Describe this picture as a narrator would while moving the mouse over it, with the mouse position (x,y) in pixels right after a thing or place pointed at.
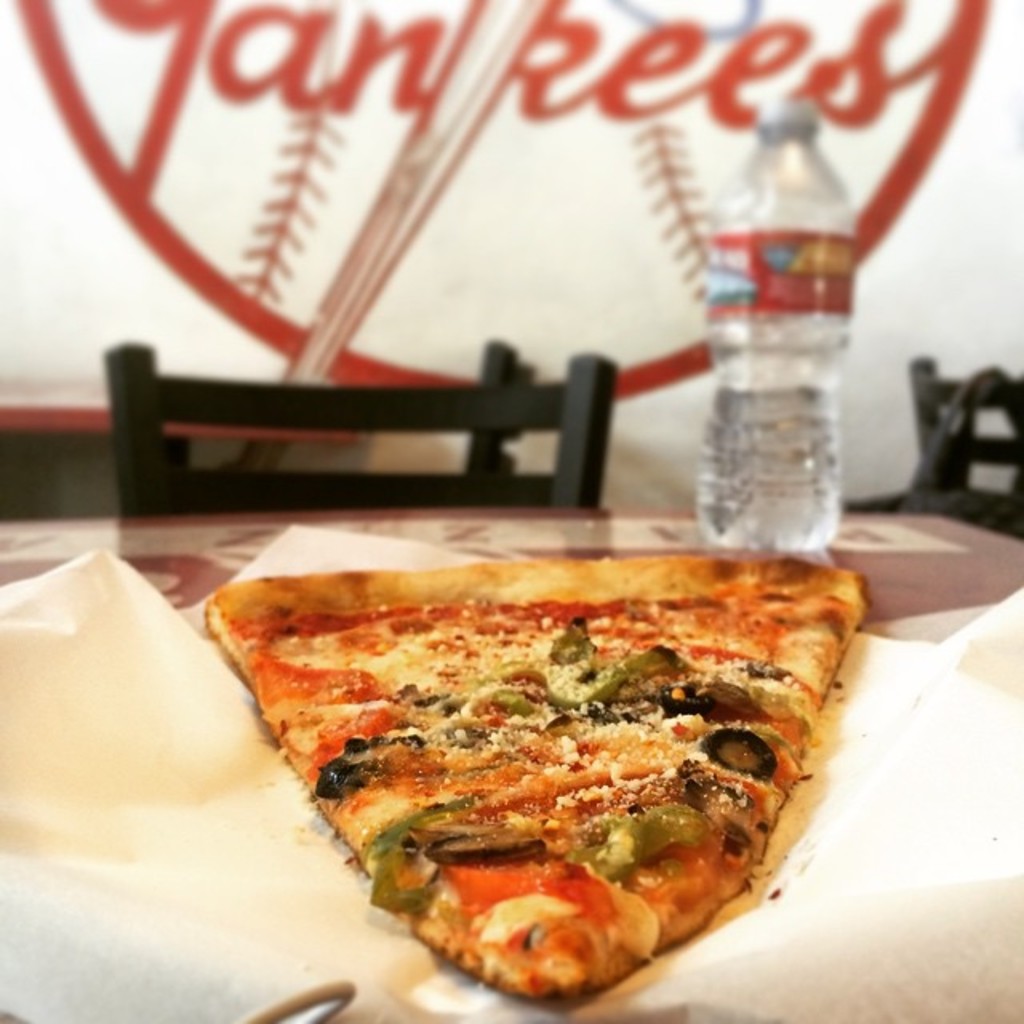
In this image, we can see a piece of pizza (733,801) and there is a water bottle (814,455) on the table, there is a black color chair (479,442).
